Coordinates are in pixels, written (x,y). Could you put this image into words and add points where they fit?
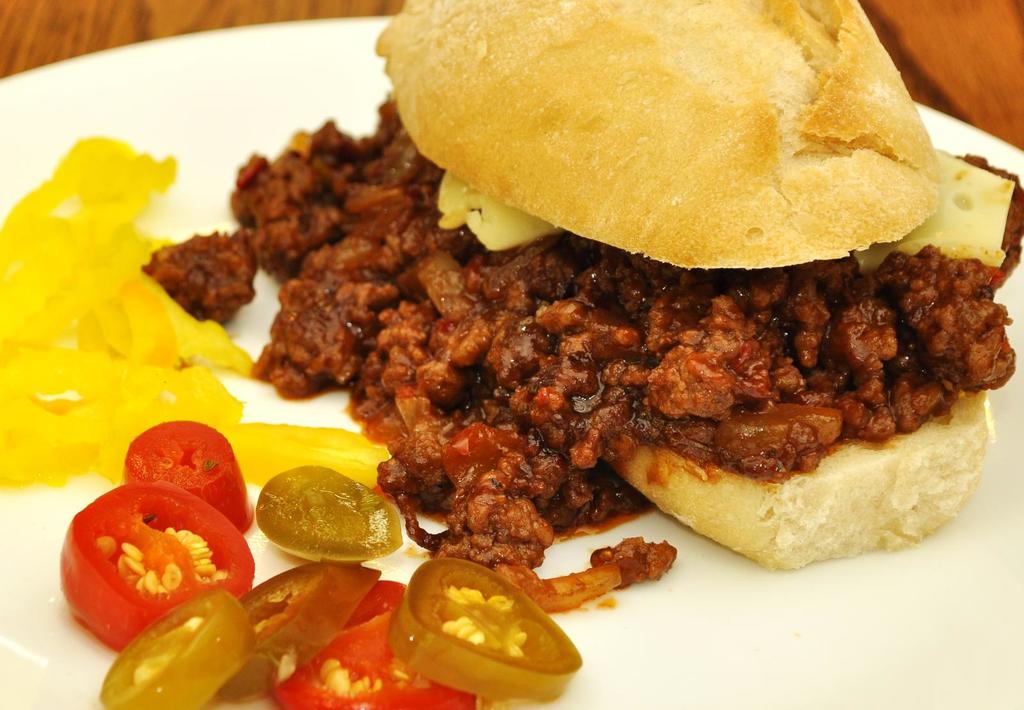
In this image I can see food (654,204) which is in brown, red, yellow color in the plate (158,124) and the plate (216,90) is in white color. The plate (197,69) is on the table (76,40), the table (76,40) is in brown color.
